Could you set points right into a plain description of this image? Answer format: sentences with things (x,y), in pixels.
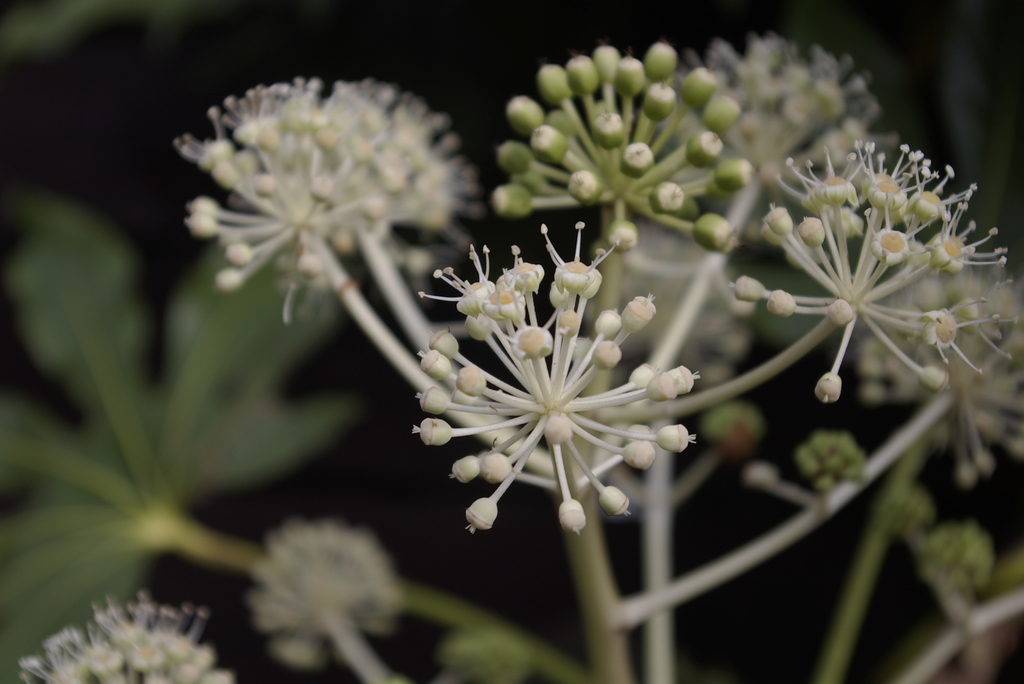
In this image in front (538,427) there are plants (148,633) with the flowers (605,334) on it.
